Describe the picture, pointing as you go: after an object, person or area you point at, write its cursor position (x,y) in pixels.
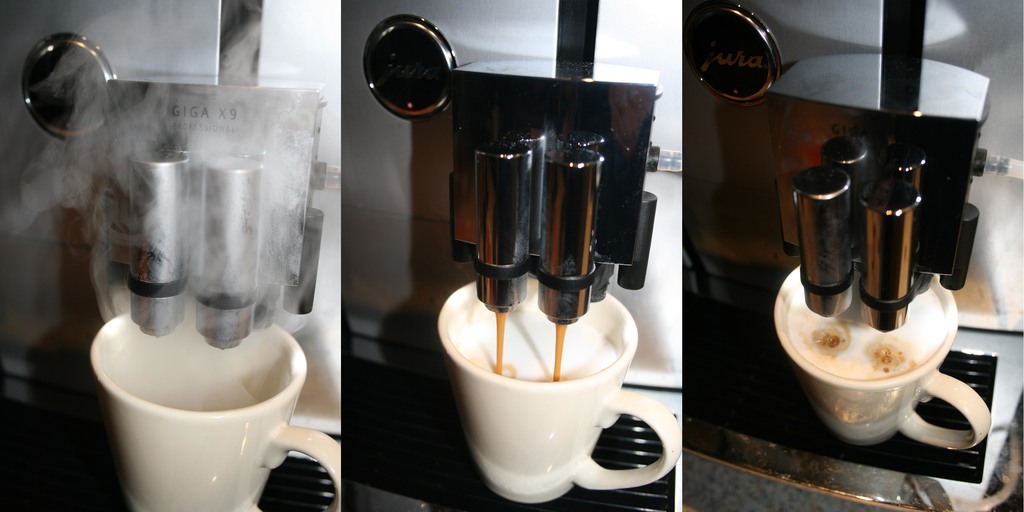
Here we can see collage of three images, in these pictures we can see coffee making machine (456,282) and cup (527,382).
